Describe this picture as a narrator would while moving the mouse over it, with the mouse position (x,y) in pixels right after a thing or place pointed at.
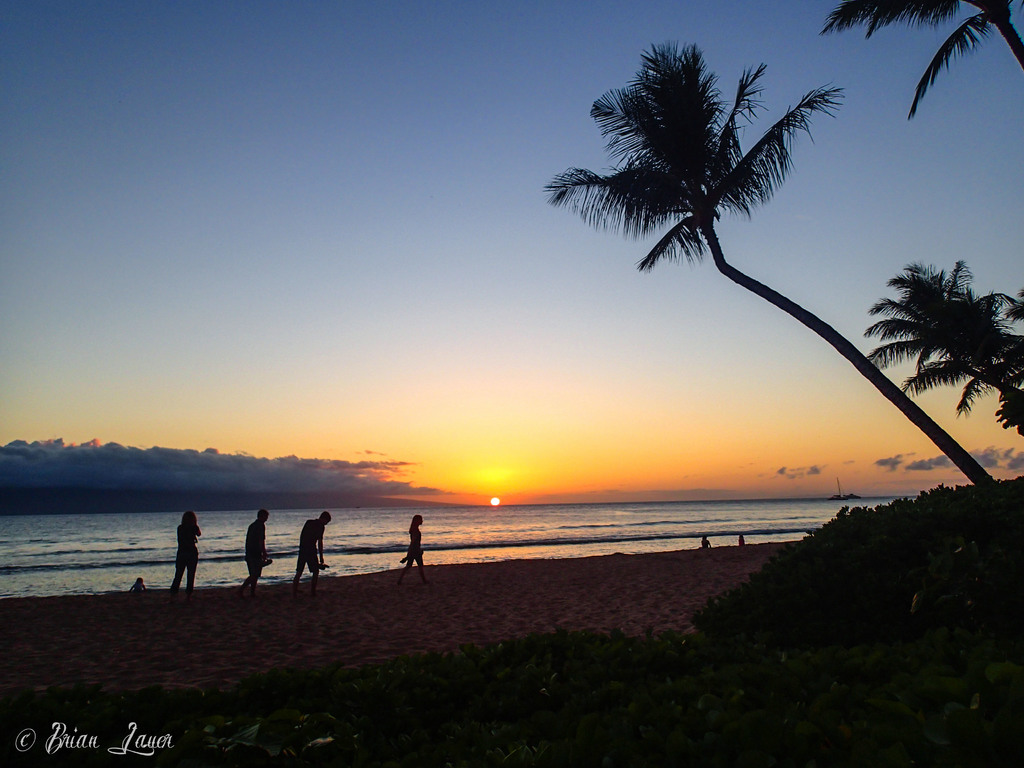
In this image we can see the sunset (506,492). And it resembles like a picture in which some people (303,532) are there with different postures. And on right side (737,272) we can see trees (668,144). And we can see water (209,533) whether ocean/river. And some text (76,743) on the left side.
